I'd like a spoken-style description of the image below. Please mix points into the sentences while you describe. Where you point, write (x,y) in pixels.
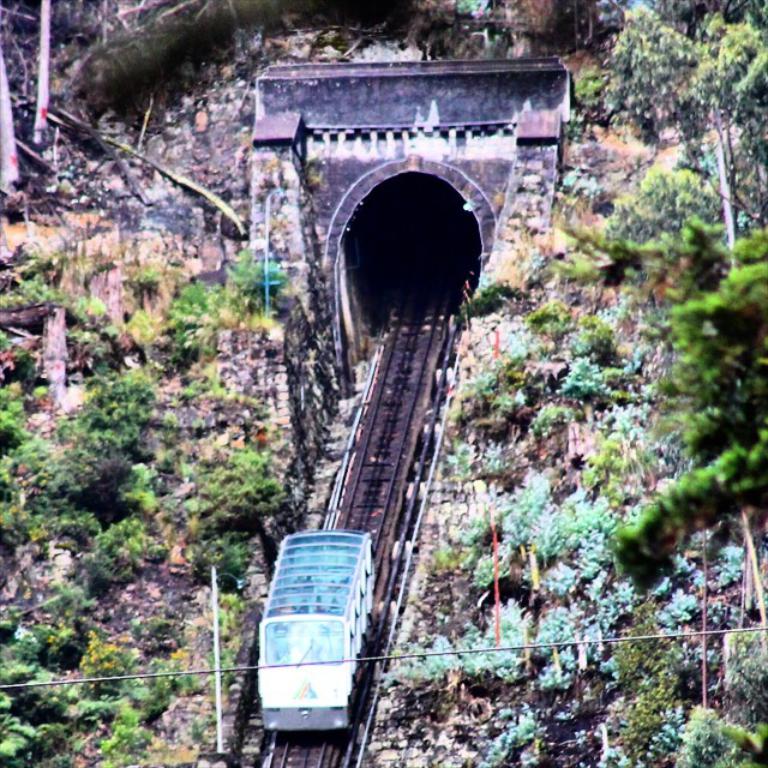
In this image, we can see a train (340,681) and the railway track (357,692). We can also see a tunnel (326,164). We can see some trees (738,661), plants (38,734) and a wire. We can also see a white colored object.
